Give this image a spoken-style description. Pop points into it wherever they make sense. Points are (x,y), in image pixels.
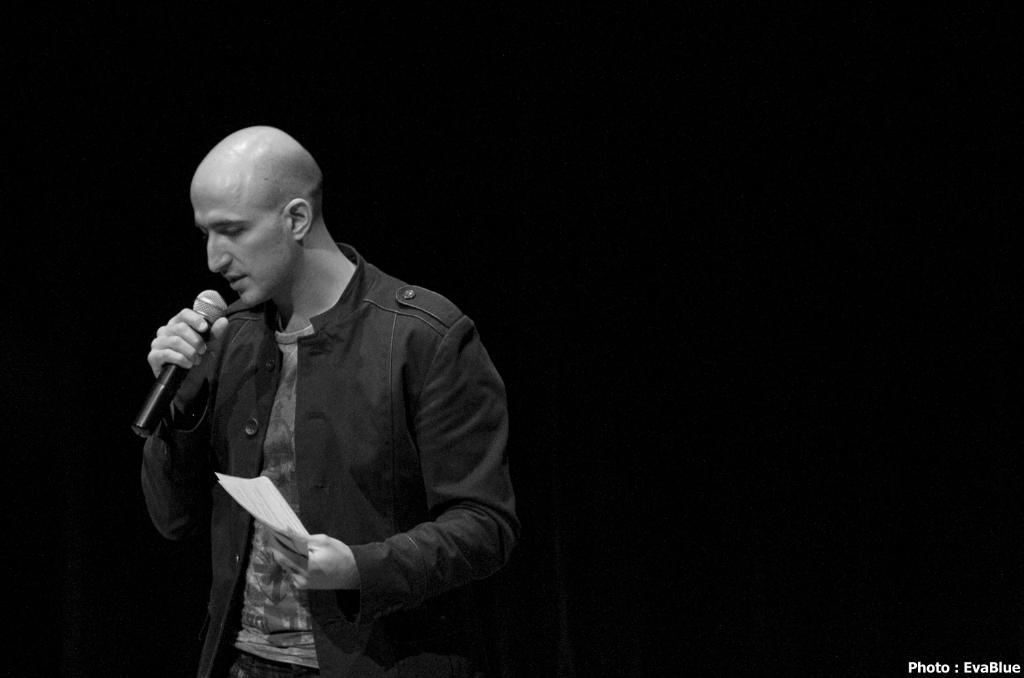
I can see a man (309,509) standing and singing a song. He is holding a mike (154,392) with one hand (199,342) and paper (292,532) on the other hand (315,554). he is wearing a jerkin (364,349), and this looks like a black and white image.
